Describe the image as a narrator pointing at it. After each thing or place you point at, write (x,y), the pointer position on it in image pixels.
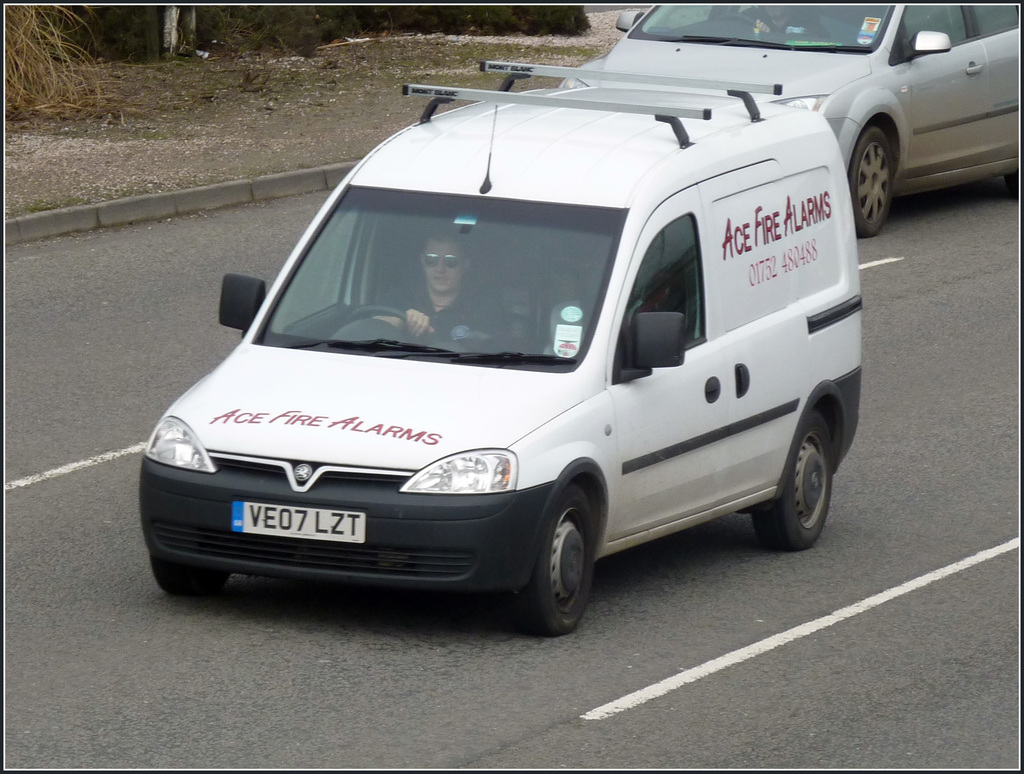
In the center of the image (524,413) we can see two vehicles (495,354) on the road (713,673). Inside the front vehicle (588,347), we can see a person (437,317) is sitting. And we can see some text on the front vehicle (567,407). In the background (462,78), we can see the grass (285,68).
